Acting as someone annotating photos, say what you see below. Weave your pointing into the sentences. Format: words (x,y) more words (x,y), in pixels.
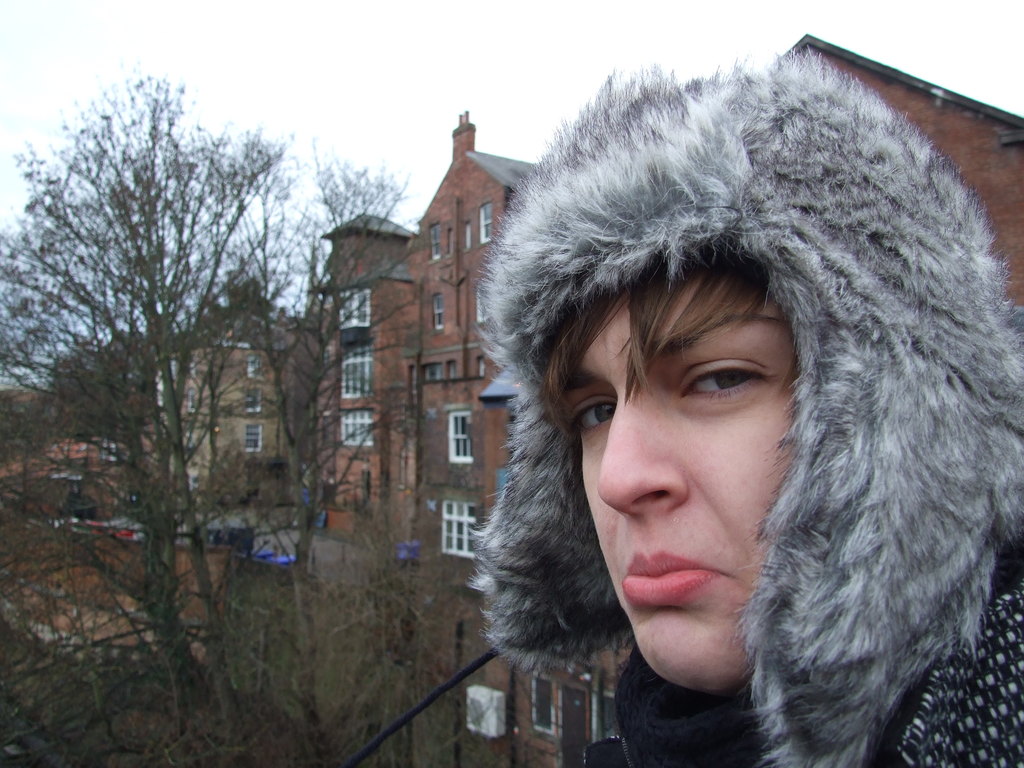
In this image, we can see a person (523,350) wearing a coat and in the background (344,277), there are trees (330,597) and buildings (400,409). At the top (301,44), there is sky (289,33).
